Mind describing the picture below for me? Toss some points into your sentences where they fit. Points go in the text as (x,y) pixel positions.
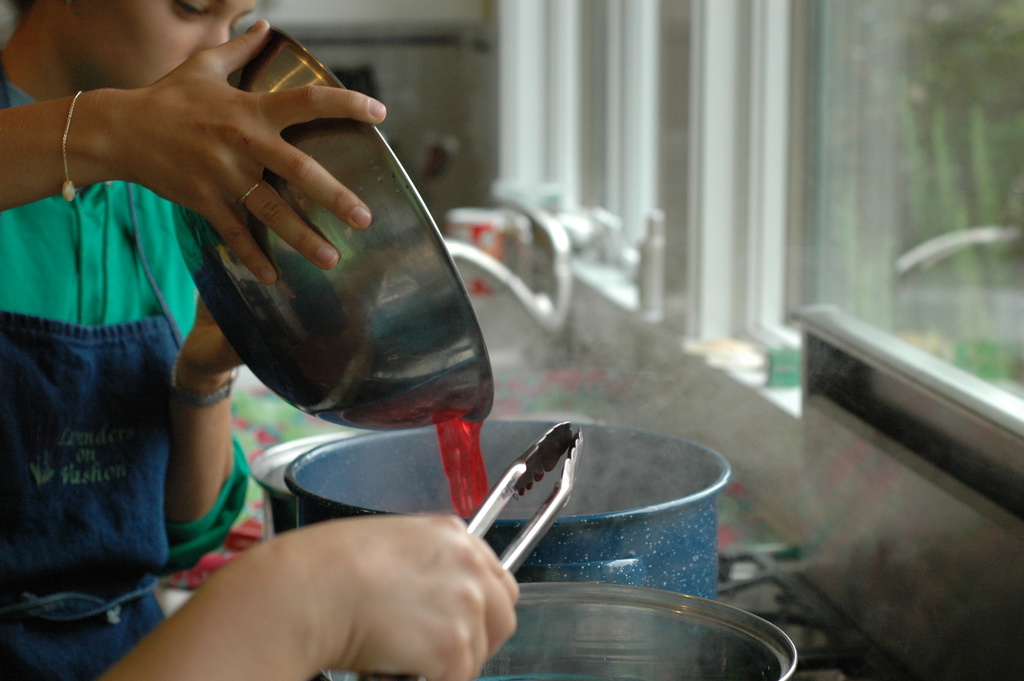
This picture seems to be clicked inside the room (348,561). On the right corner (872,179) we can see the windows (873,205) and through the windows (938,130) we can see the green leaves (956,126) and some other items (912,259). On the left (43,223) we can see the persons (75,146) seems to be cooking and we can see the utensils (598,523) and some other items (496,253).
